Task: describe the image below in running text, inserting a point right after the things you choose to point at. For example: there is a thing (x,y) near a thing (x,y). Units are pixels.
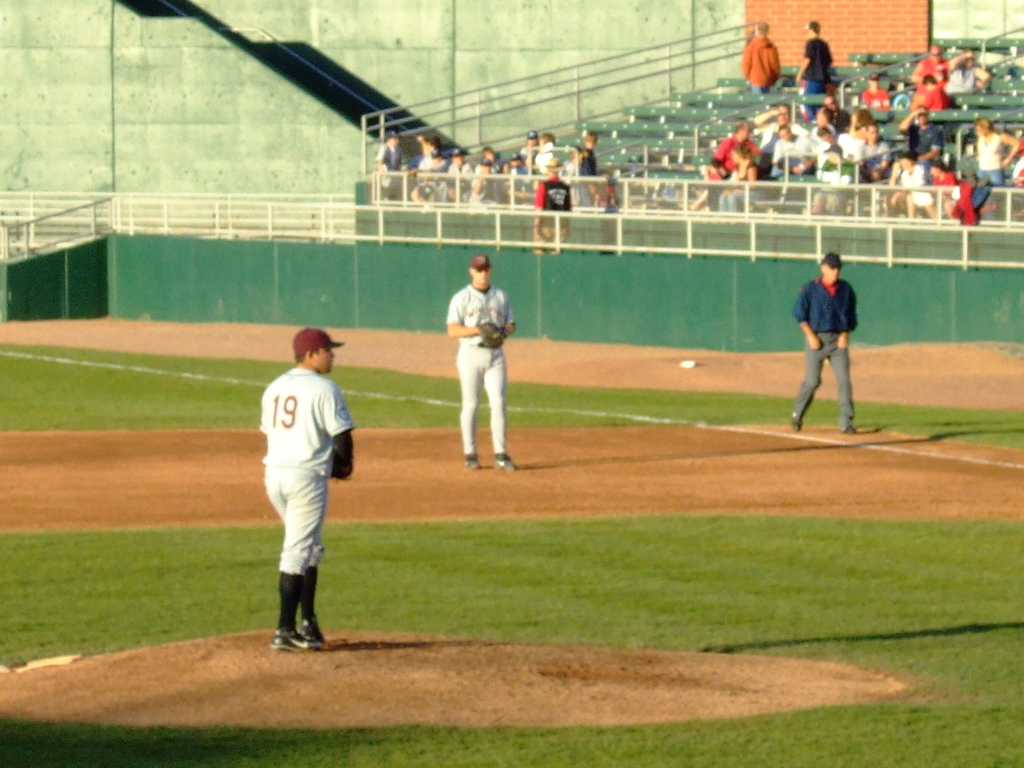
In this image we can see the view of a playground (556,488), there are two men (307,434) standing, they are wearing caps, there are men (841,306) walking, there is a man (850,298) wearing a cap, there are group of audience (851,128), there is a wall (389,102) towards the top of the image (562,13), there is grass (600,546) towards the bottom of the image (685,594).
